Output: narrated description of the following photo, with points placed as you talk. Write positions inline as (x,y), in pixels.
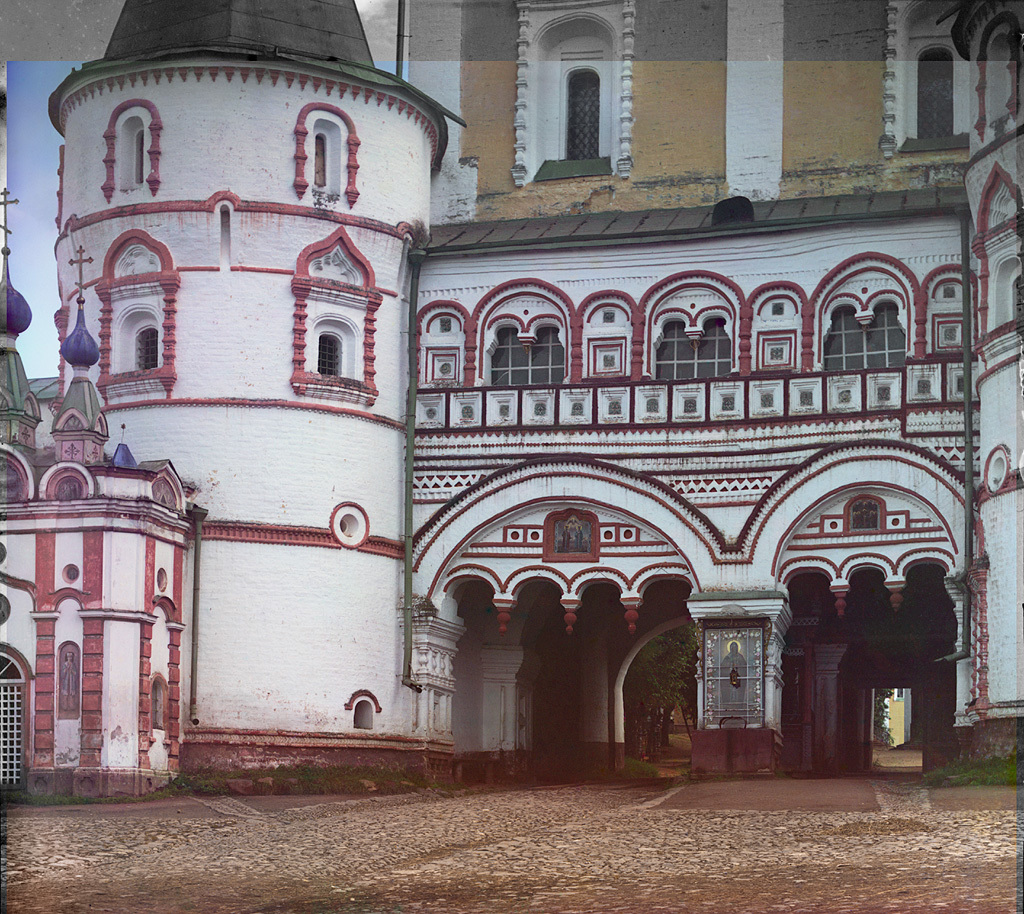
In the middle of the image (561,600) we can see a building (491,51). Behind the building (200,160) we can see some clouds (42,263) in the sky (113,29) and we can see some trees (646,733).
